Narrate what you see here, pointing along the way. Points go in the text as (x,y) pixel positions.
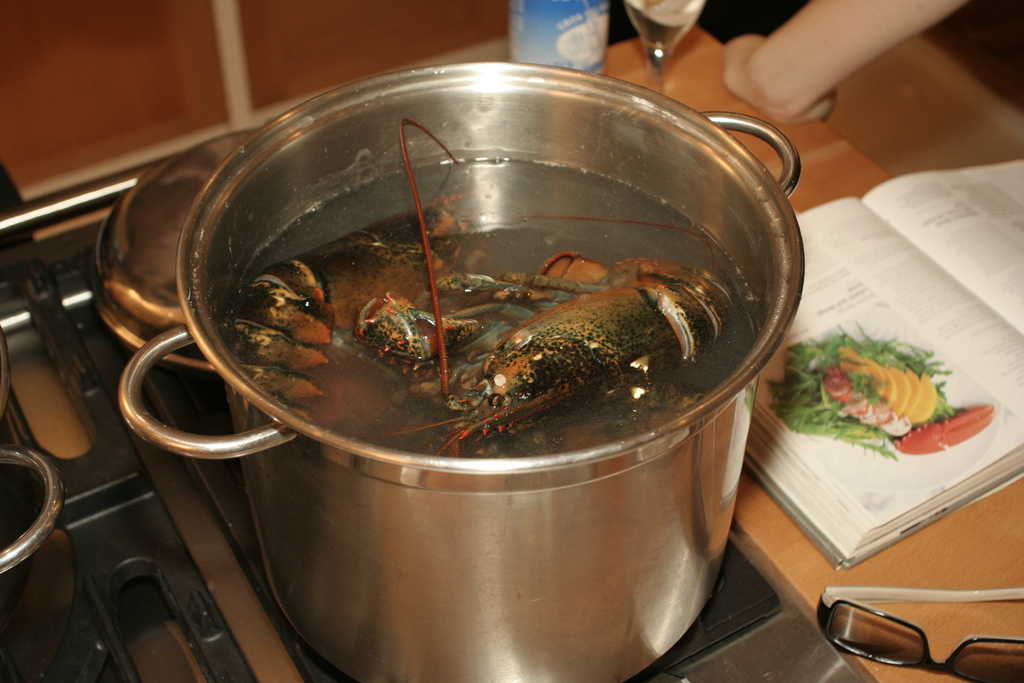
In this image I can see a steel bowl (536,626), in the bowl (693,484) I can see some objects (563,305) in brown color. Background (979,322) I can see a book (834,255) and glass (655,42) on the table (692,66) and the table (857,162) is in brown color.
